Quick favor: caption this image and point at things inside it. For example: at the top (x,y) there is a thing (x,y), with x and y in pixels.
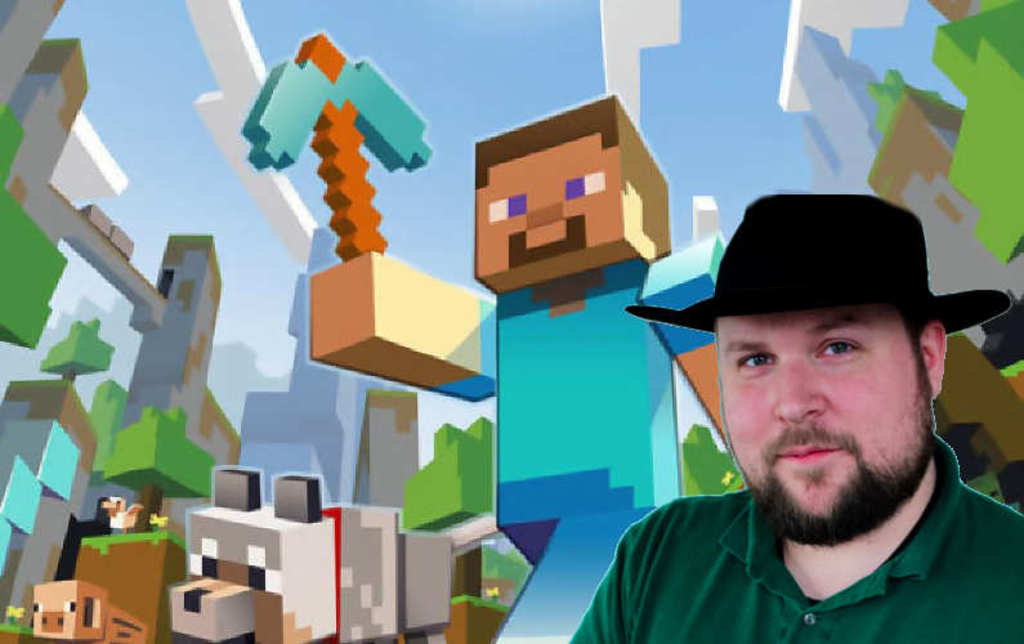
On the right side (873,437), there is a person (876,391) with a green color T-shirt (754,595), wearing a black color hat (896,282) and smiling. In the background (579,110), there are animated objects (208,596) and there is blue sky (481,14).
